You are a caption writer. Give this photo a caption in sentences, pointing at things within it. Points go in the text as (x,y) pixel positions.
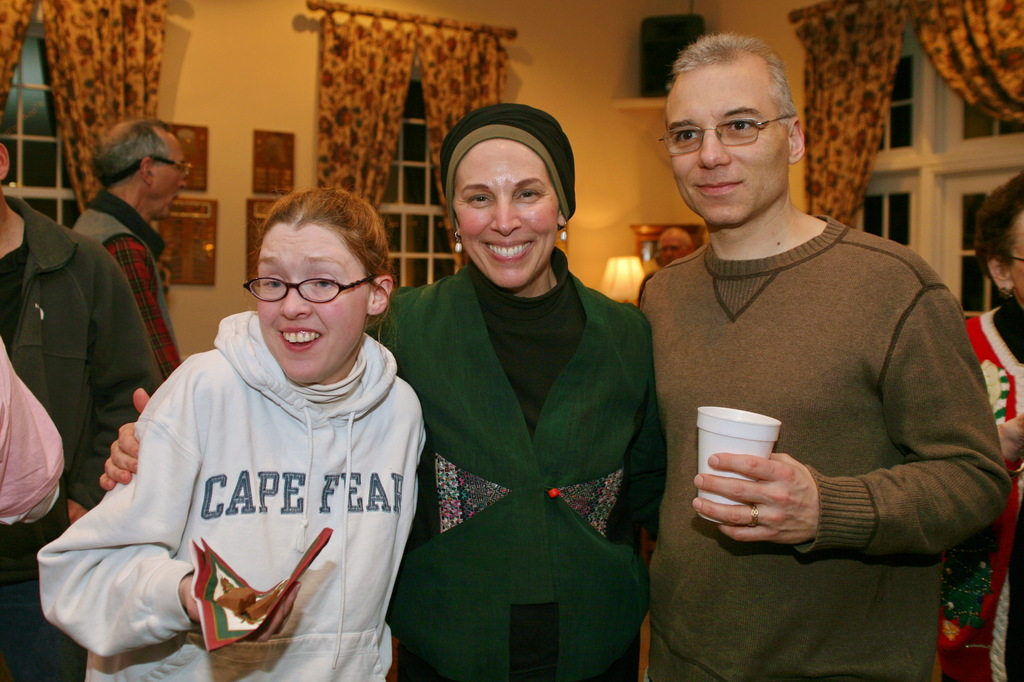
In this picture there are people (876,514), among them these three people (218,329) standing and smiling. In the background of the image (389,59) we can see curtains (328,59), windows (417,169), object (656,90) on the shelf (654,103), light (619,277) and boards (255,225) on the wall (227,89).
